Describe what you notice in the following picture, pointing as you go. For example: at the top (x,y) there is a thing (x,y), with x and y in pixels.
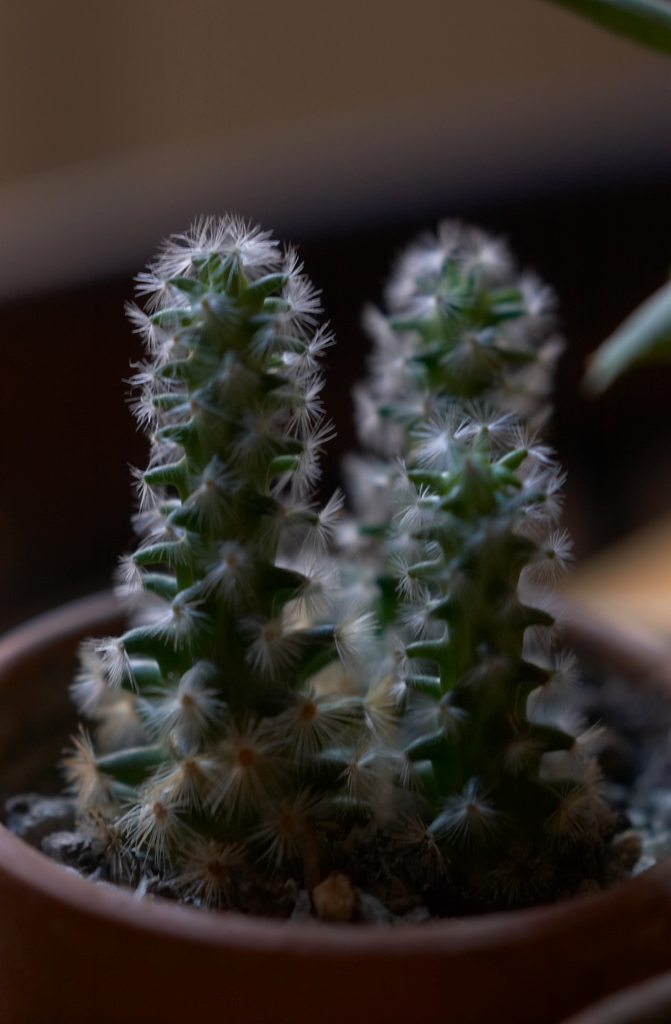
In this image there is a plant (351,621) in the flower pot (282,937) and the pot (580,629) is on the table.
